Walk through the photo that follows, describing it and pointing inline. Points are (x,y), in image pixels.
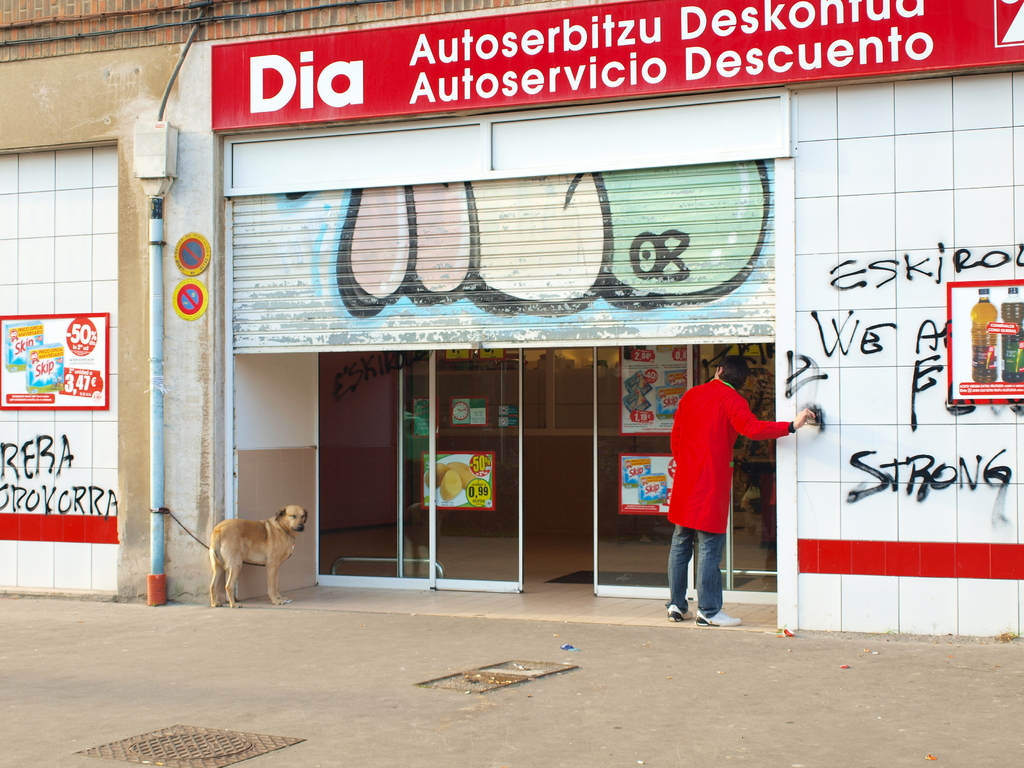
In this image we can see a building (450,308) and it looks like a shop (412,276), in front of the shop (421,274) one person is standing, there is a dog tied with a rope (189,534) to the pole (157,543).
